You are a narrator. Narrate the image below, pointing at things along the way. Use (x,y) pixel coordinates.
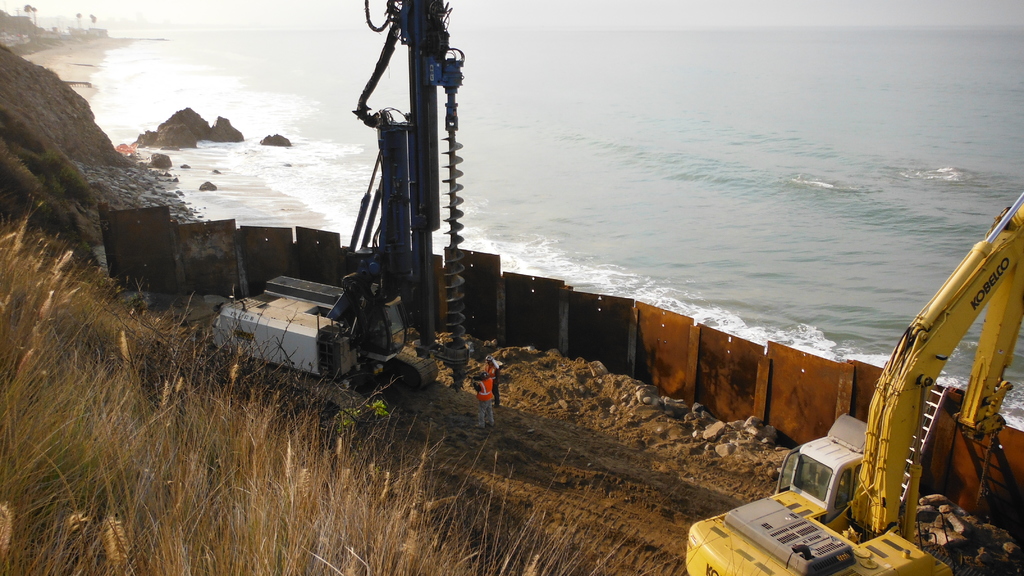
In this picture we can see crane (395,186) and vehicle (883,417). There are people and we can see fence (692,339), water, grass (499,548) and rocks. In the background of the image (217,23) we can see the sky (475,21).
